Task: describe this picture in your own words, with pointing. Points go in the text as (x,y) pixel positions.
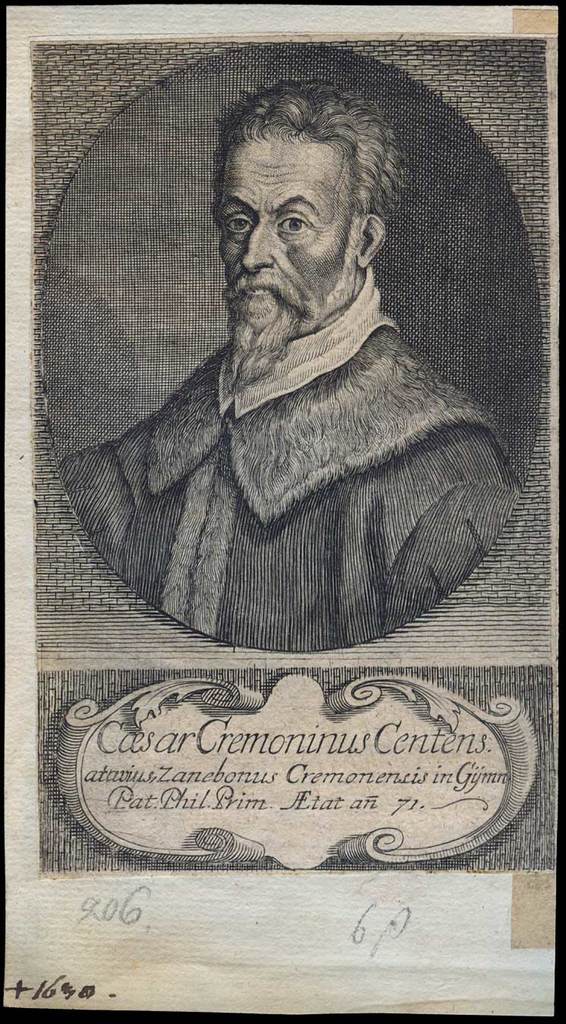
In this image there is a person (270,316) on the poster (287,376), there is text (265,757) written on the poster (272,761), there is number (120,903) written on the poster (113,920).
